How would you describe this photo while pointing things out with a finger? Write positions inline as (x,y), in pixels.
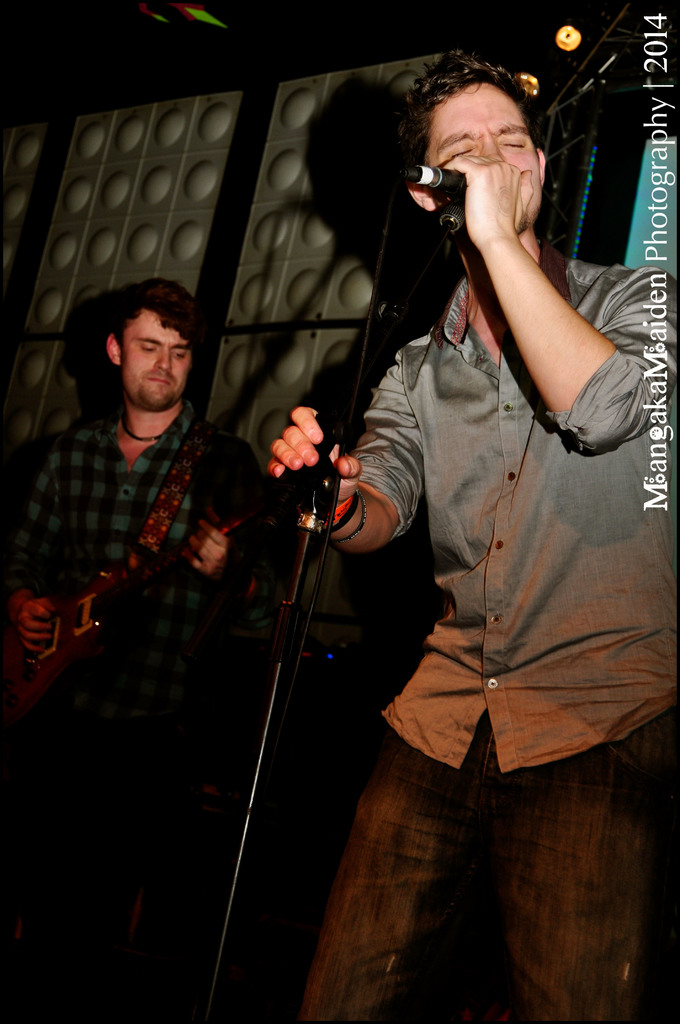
As we can see in the image there are two people (392,420). The man (517,442) on the right side (525,474) is holding mic (463,190) and singing song and the man (148,597) on left side (64,703) is holding guitar (31,674).
